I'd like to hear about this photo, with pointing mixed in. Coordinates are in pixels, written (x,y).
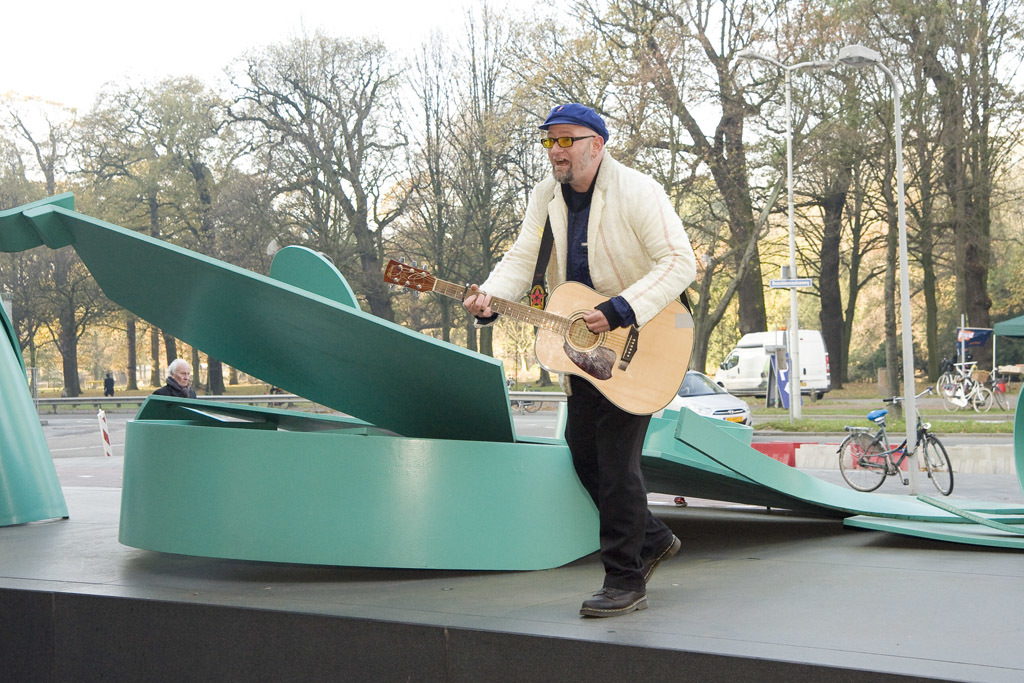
The image is taken in the open area (545,468), a man (636,576) is standing on the stage (592,568) and playing a guitar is also wearing spectacles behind him, there is green color ride (172,254), beside that there is another old man (190,389) standing behind this person (634,314) who is playing guitar (676,348) there is a car (745,403), cycle (866,428), a van (816,367), in the background (208,36) there are many trees (861,146) and sky (208,36).
